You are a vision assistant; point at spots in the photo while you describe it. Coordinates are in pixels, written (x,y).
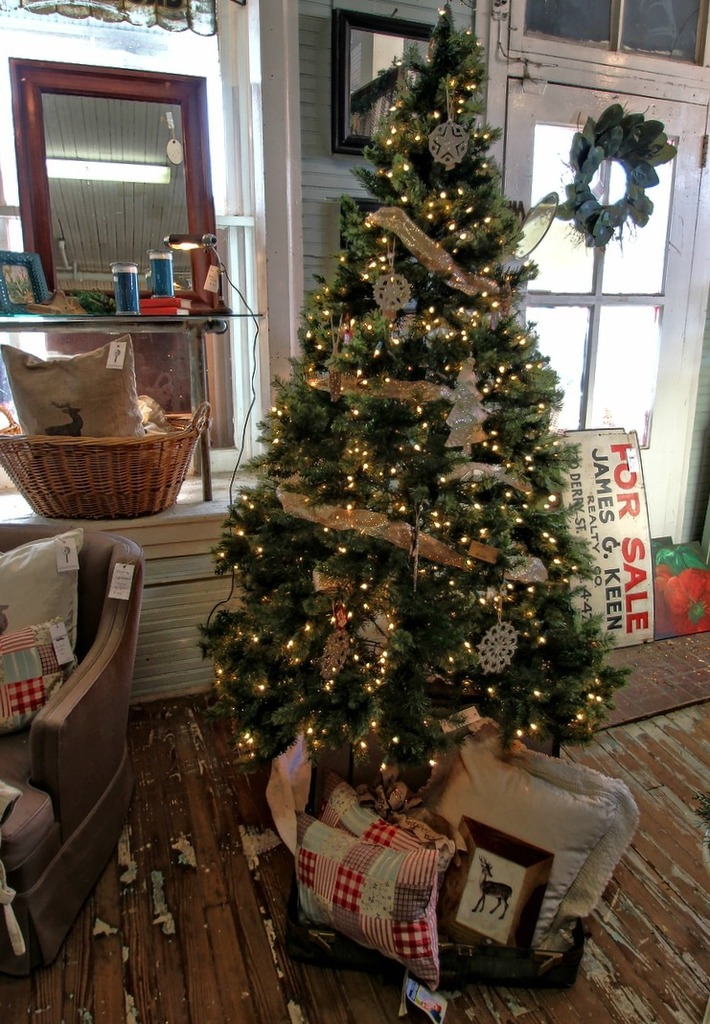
In this picture there is a Christmas tree (365,453) decorated with some lights (383,654). Under the tree (546,701) there are some pillows (412,837) and bag (478,871) here. Beside the tree (356,711) there is a sofa (69,801) and a basket (102,455) on the desk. In the background (130,184) there is a mirror (127,165) and a door (611,301) here.
